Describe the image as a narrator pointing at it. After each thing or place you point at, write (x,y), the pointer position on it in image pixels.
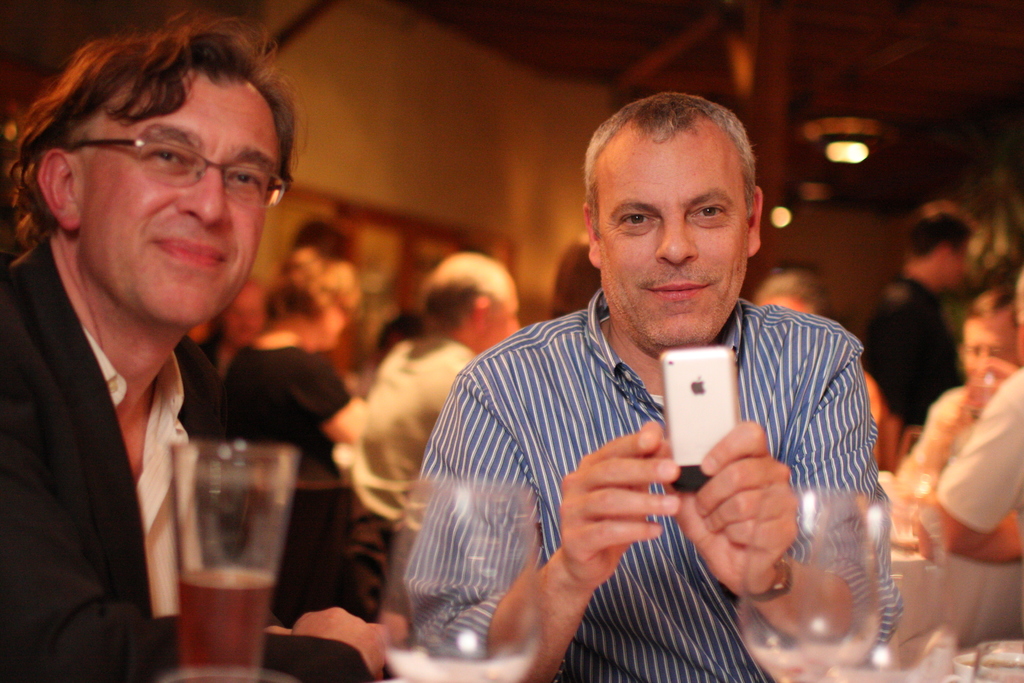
In this image we can see some people (578,367) in a room (809,193), a person (658,402) is holding a cell phone (692,453) and there are some glasses (423,577) in front of the persons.
